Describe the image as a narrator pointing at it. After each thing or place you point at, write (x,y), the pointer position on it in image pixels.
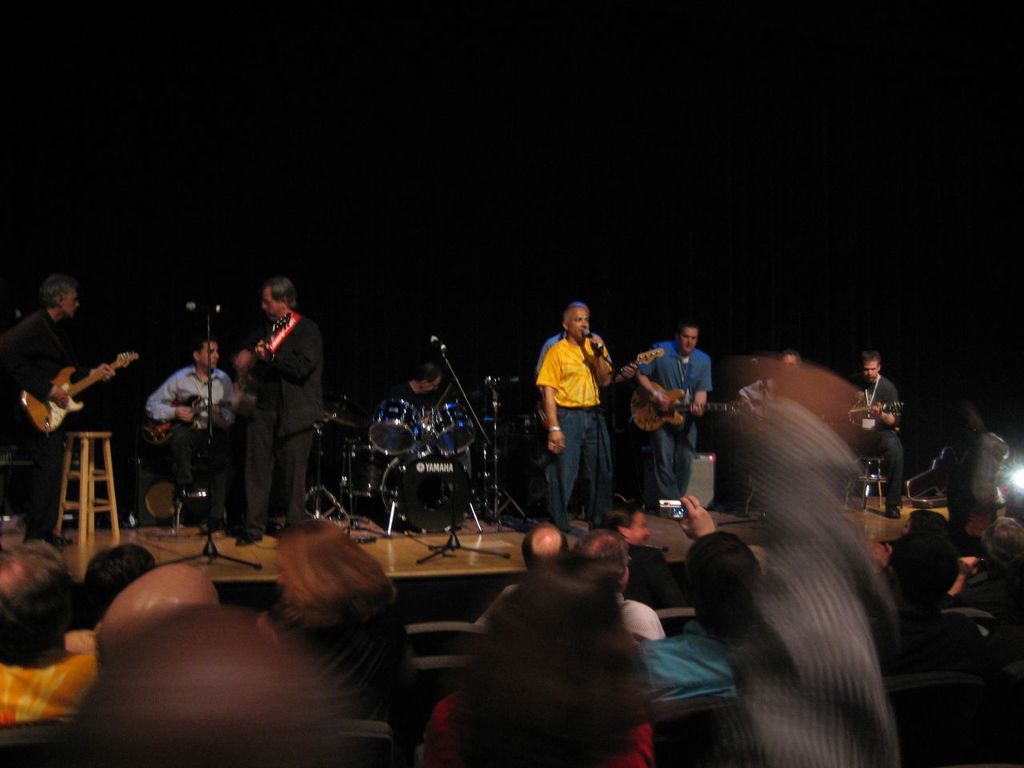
In this picture we can see a group of people (482,761) sitting on chairs (348,757) and in front of them on stage (722,521) we can see musical instruments (438,408), mics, stools (86,524) and some people (295,446) and in the background (495,215) it is dark.
